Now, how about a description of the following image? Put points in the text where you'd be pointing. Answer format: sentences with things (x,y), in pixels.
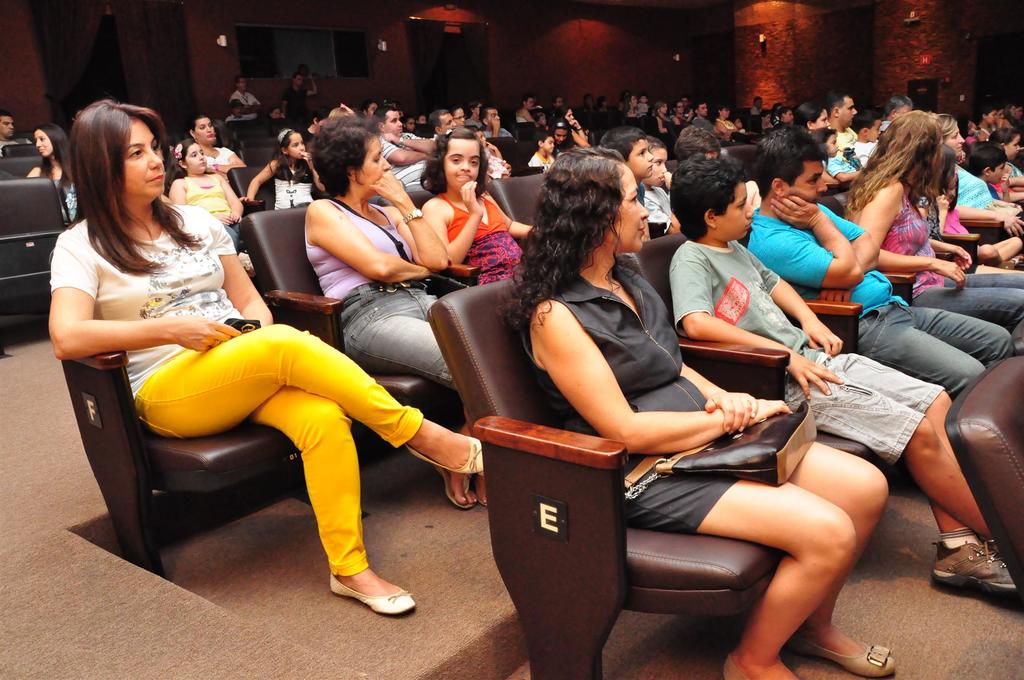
In this image I can see group of people (360,284) sitting, in front (164,302) the person (171,278) is wearing white shirt (118,283), yellow pant (213,362). Background (439,60) I can see few lights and I can also see few doors (712,81).
